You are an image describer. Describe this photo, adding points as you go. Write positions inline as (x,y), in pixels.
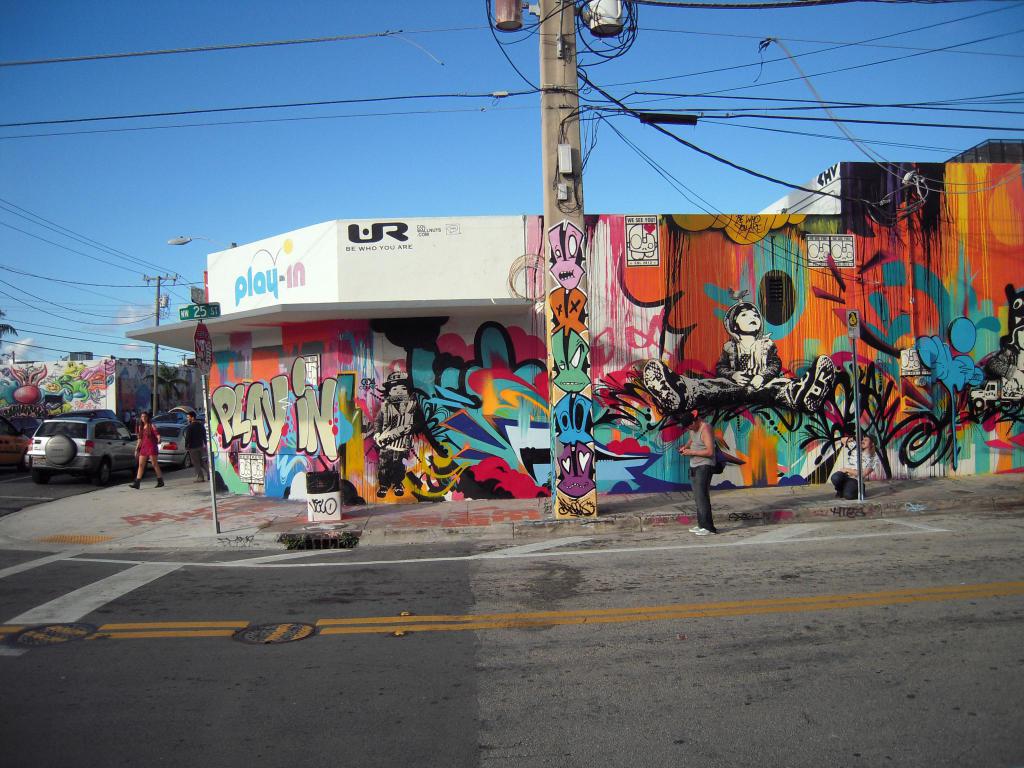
In this image there is a building (597,365) with graffiti (554,451) painted on it, in front of that there is a electric pole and person (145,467) standing, also there are some cars (174,451) riding on the road (647,573).
